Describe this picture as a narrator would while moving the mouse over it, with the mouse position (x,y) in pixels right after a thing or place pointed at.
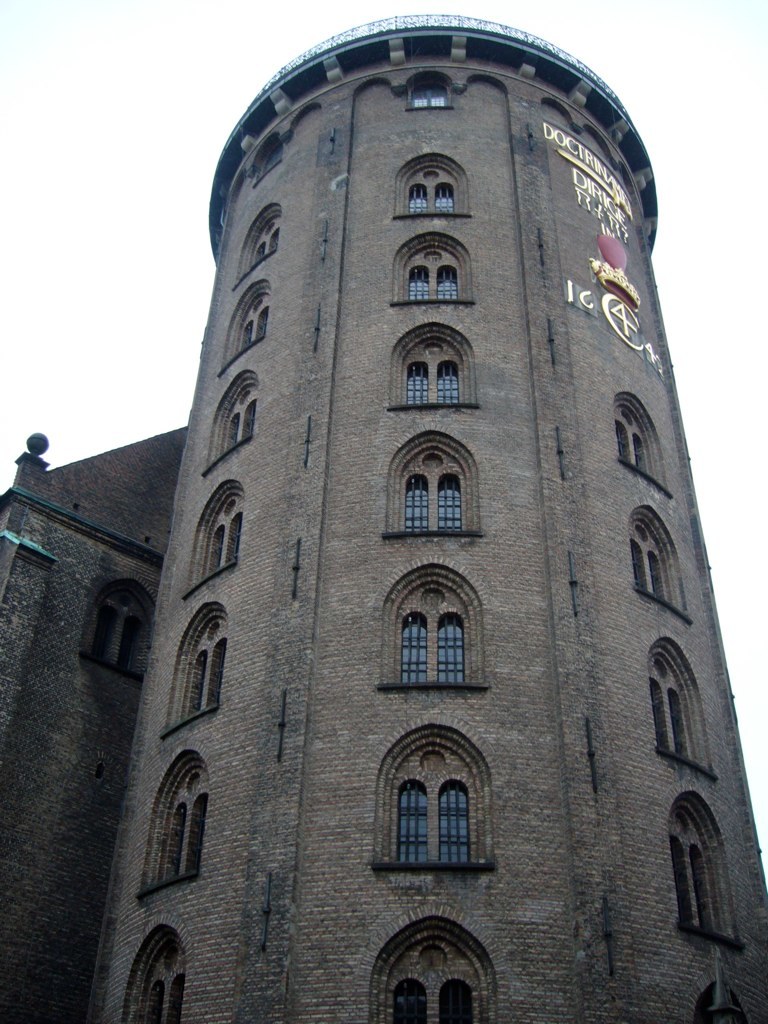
In the center of the image (405,517) we can see the sky (114,47), clouds (688,9), one building (410,709), windows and a few other objects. On the building (306,678), we can see some text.
